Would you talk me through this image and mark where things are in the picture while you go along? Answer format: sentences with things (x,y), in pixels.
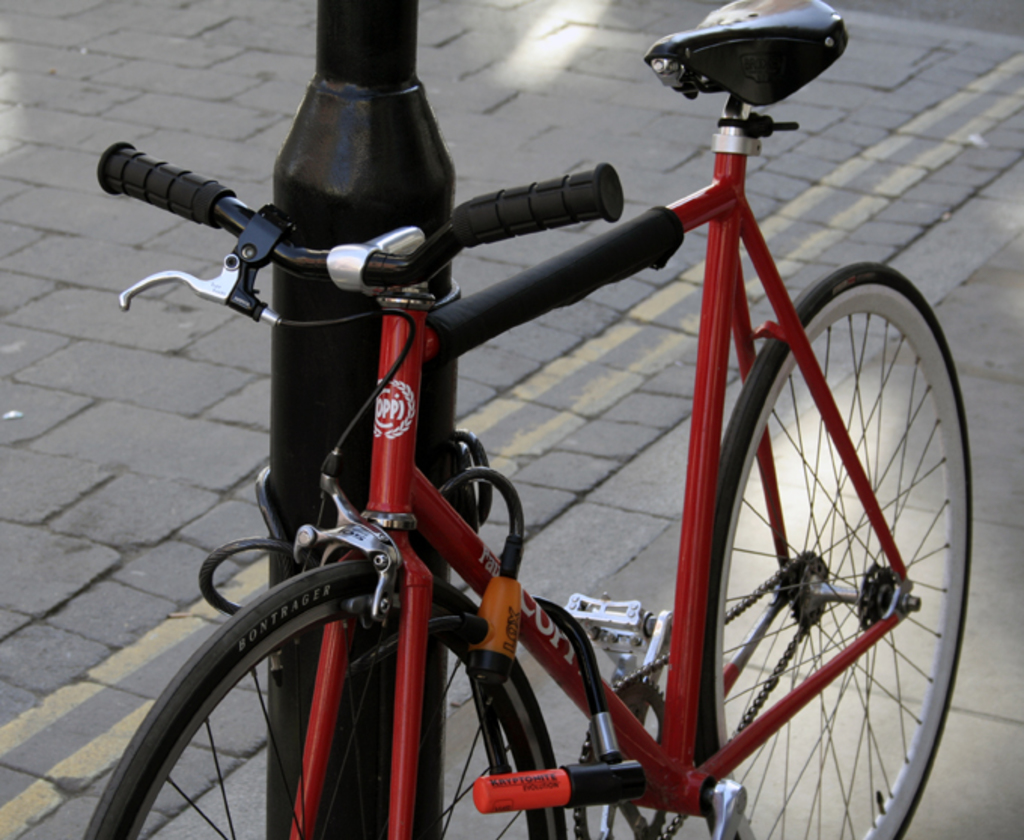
In this image we can see a bicycle (651,51) and a pole (448,425) on the surface (509,470).
